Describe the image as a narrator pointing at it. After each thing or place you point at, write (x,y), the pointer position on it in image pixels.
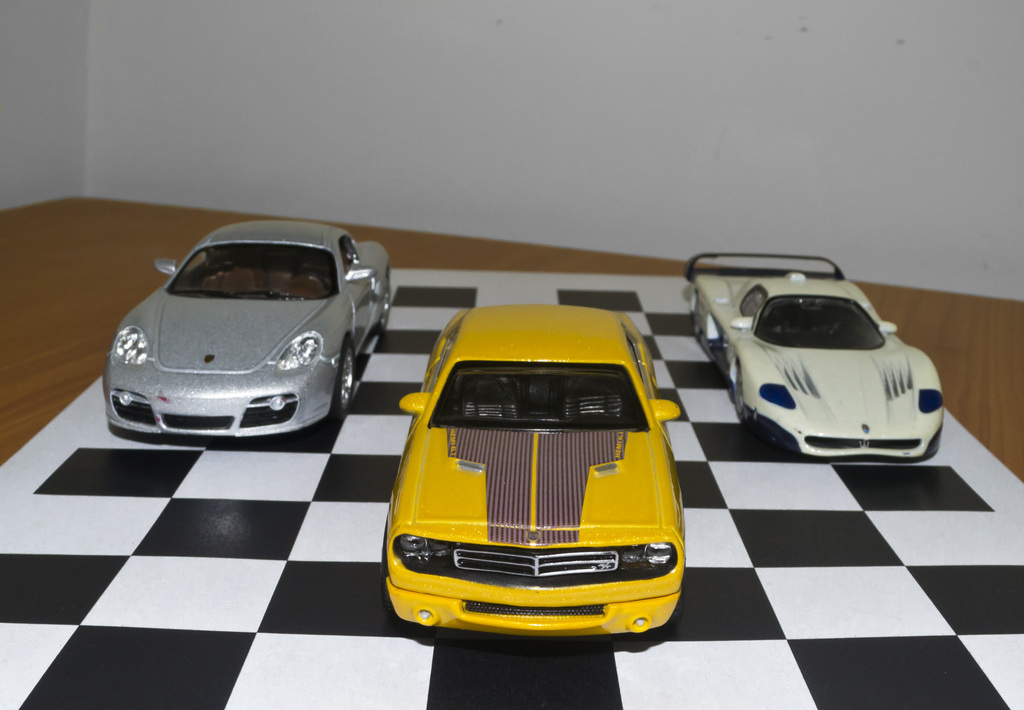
In the foreground of this picture (694,402), there are three toy cars (776,341) on a chess board (771,599) which is on the table (107,204). In the background (494,85), there is a wall (573,90).
